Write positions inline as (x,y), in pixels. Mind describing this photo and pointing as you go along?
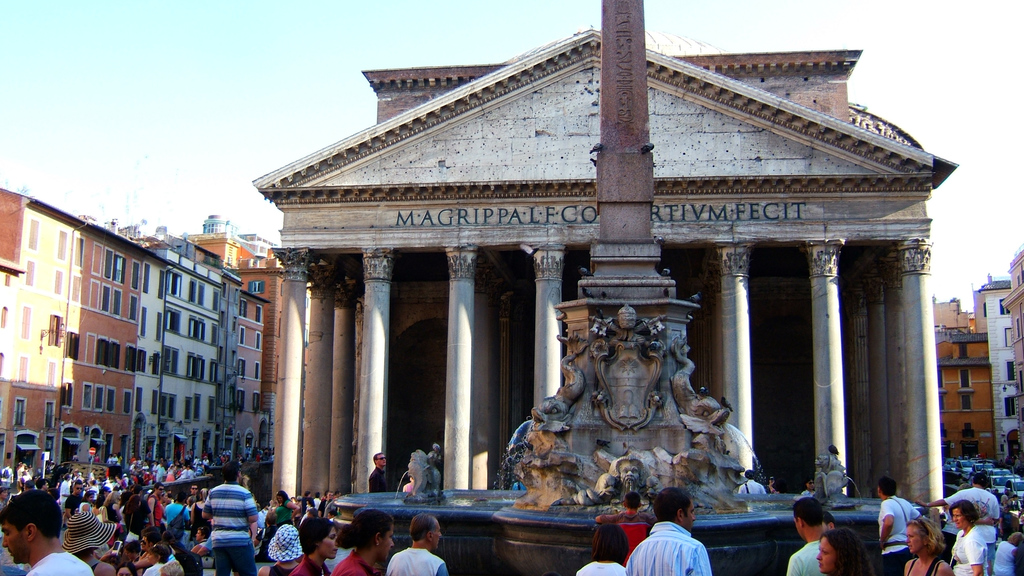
In this picture there is a fountain (423,466) in the center of the image (593,350) and there are buildings (1002,356) in the background area of the image (505,395), there are many people (655,538) at the bottom side of the image (652,558).
